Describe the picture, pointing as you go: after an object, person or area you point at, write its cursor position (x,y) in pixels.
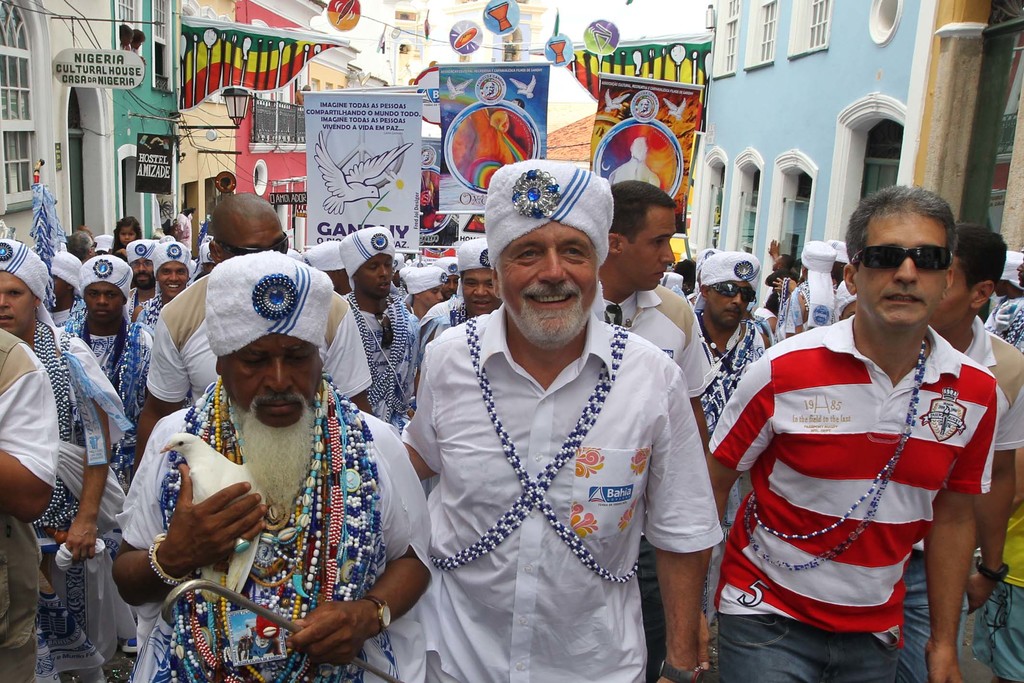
In this image we can see people (299,506) walking wearing white color caps (453,268) holding banners (392,110). To the both sides of the image there are buildings (79,175). There are boards (103,77) with some text (156,160).
